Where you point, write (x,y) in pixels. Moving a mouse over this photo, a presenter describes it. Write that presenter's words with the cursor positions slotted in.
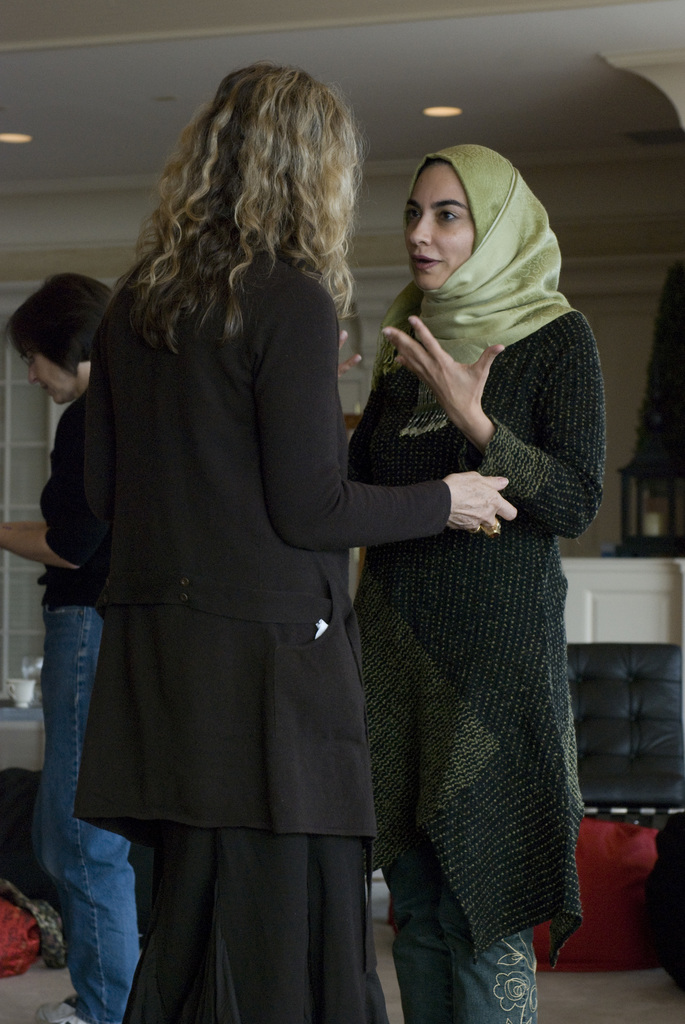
In this image I can see three women (169,440) are standing among them these women (452,548) are wearing black color clothes (405,597). In the background (605,664) I can see lights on the ceiling (178,103) and other objects (620,654) on the ground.
